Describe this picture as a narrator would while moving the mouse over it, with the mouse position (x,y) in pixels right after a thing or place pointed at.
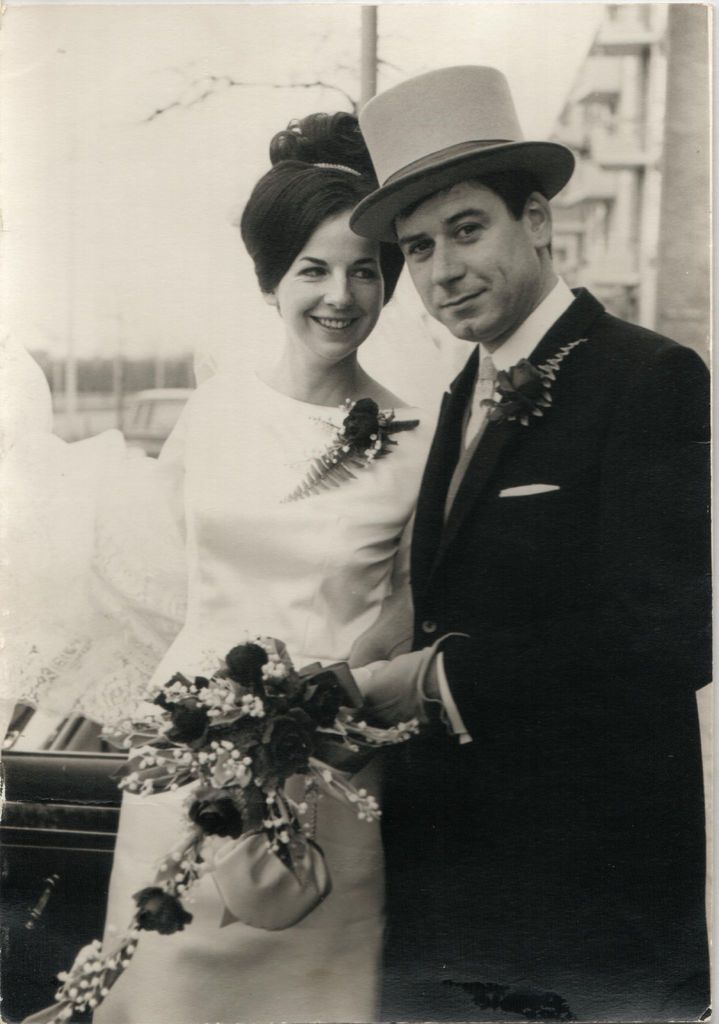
It is the black and white image in which there is a couple (395,522) in the middle (395,512) who are holding the bouquet (305,790). In the background (610,168) there is a building (610,144). The man (489,360) is wearing the hat (491,154).
